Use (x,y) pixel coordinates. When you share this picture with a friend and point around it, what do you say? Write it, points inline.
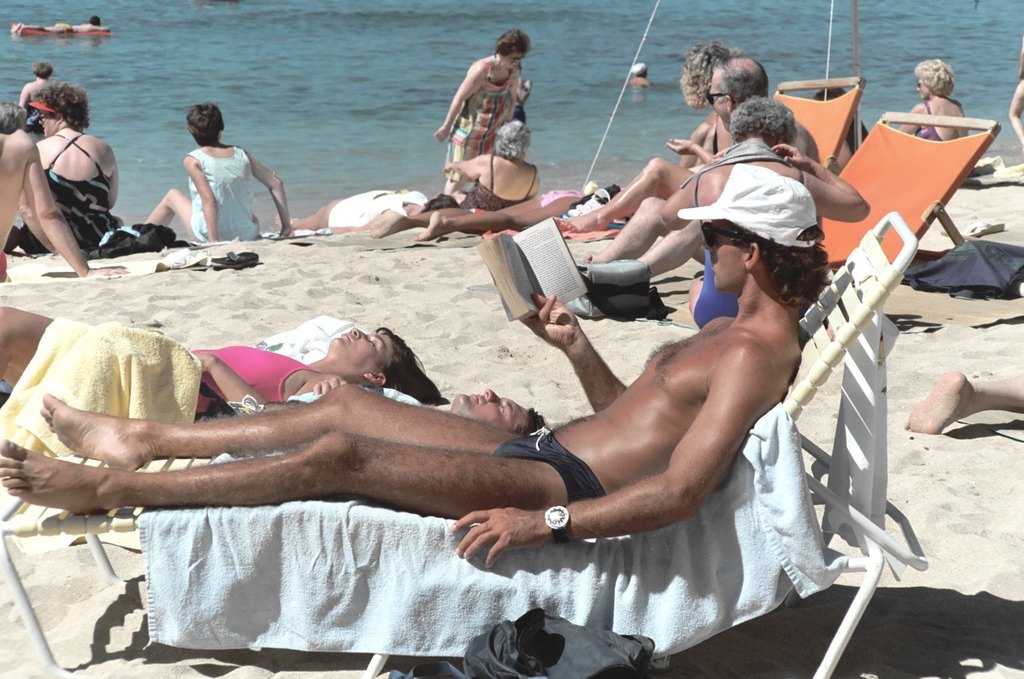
In this image I can see the sand (464,323), few beach benches (105,557) on the sand (143,627), few persons (376,464) lying on the benches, few persons (223,350) sleeping on the sand (219,329) and few persons (620,212) sitting. In the background (367,101) I can see the water (301,66) and few persons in the water (285,86).
